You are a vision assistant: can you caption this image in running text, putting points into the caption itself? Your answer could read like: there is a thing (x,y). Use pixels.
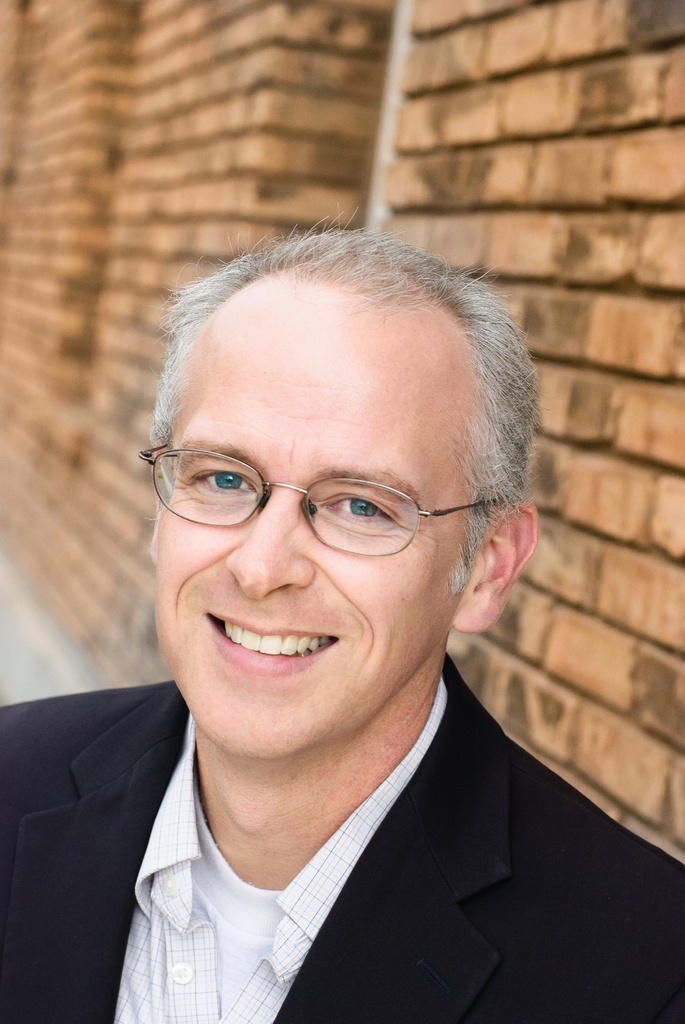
In this picture there is a person (500,912) wearing black suit (500,951) is smiling and there is a brick wall (327,129) behind him.
